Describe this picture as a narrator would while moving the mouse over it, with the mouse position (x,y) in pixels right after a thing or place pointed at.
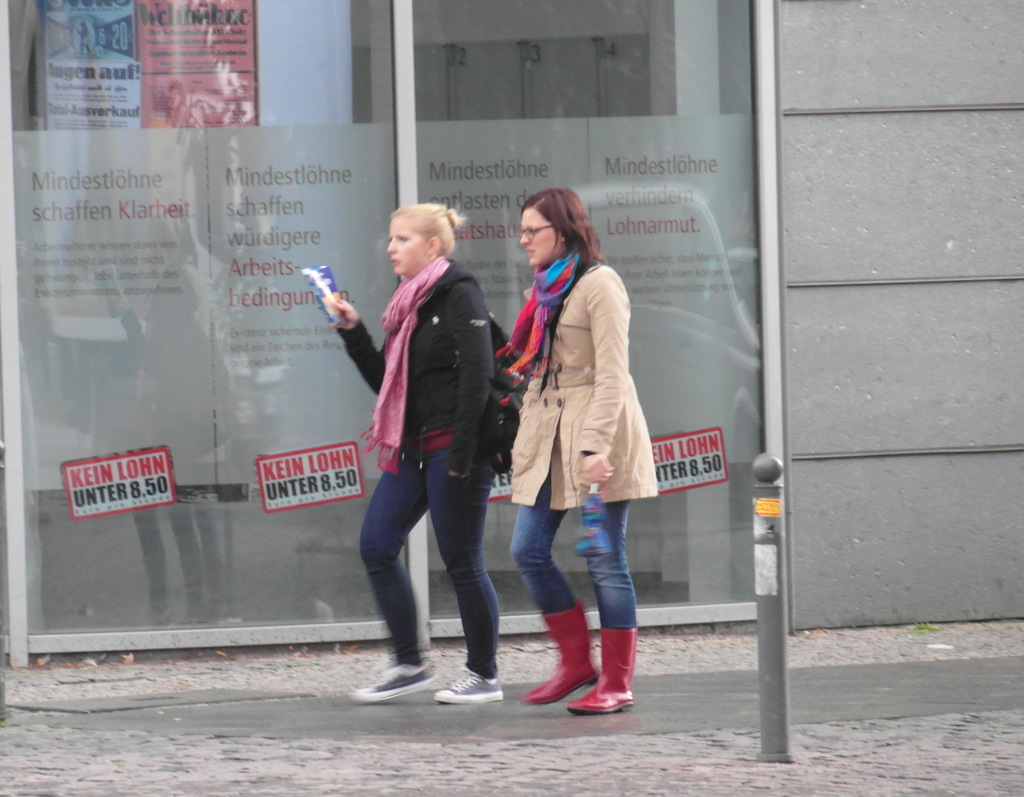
In the foreground of this image (419,488), there are two woman (570,633) walking on the road (364,729) and a bollard (762,648) on the right side of the image (770,713). In the background (829,159), there is a wall (805,108) and a glass wall (347,63) with some text (299,211) on it.
